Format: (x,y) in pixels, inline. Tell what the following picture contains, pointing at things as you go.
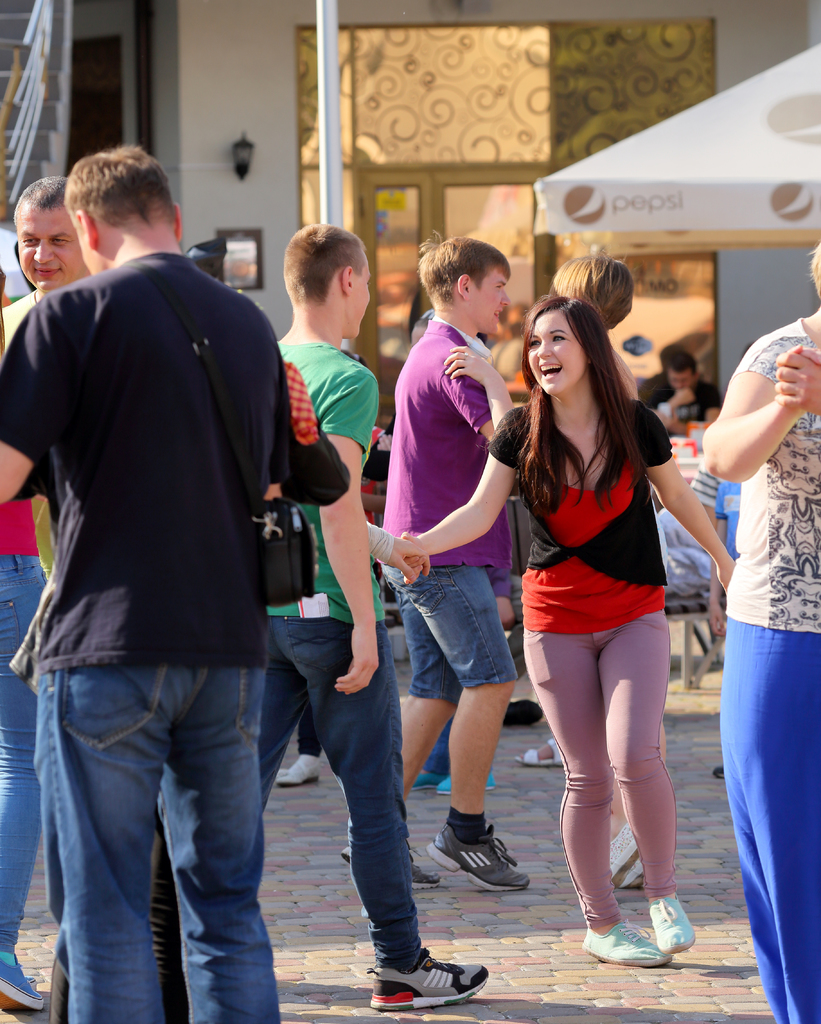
This image is taken outdoors. At the bottom of the image (537,979) there is a floor (529,902). In the background (523,83) there is a building (397,102) with walls (258,86) and a door (94,65). There is a lamp (249,146). There are a few stairs (1,17) and there is a railing (44,45). There is a pole (322,78). A few (679,373) are sitting on the chair (692,614) and there are two tables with a few things (705,426) on them. On the right side of the image (795,147) there is a tent (619,197) and there is a person (769,865) standing on the floor (755,962). In the middle of the image (291,629) a few (300,741) are walking and a few (454,383) are standing on the floor (442,906).
